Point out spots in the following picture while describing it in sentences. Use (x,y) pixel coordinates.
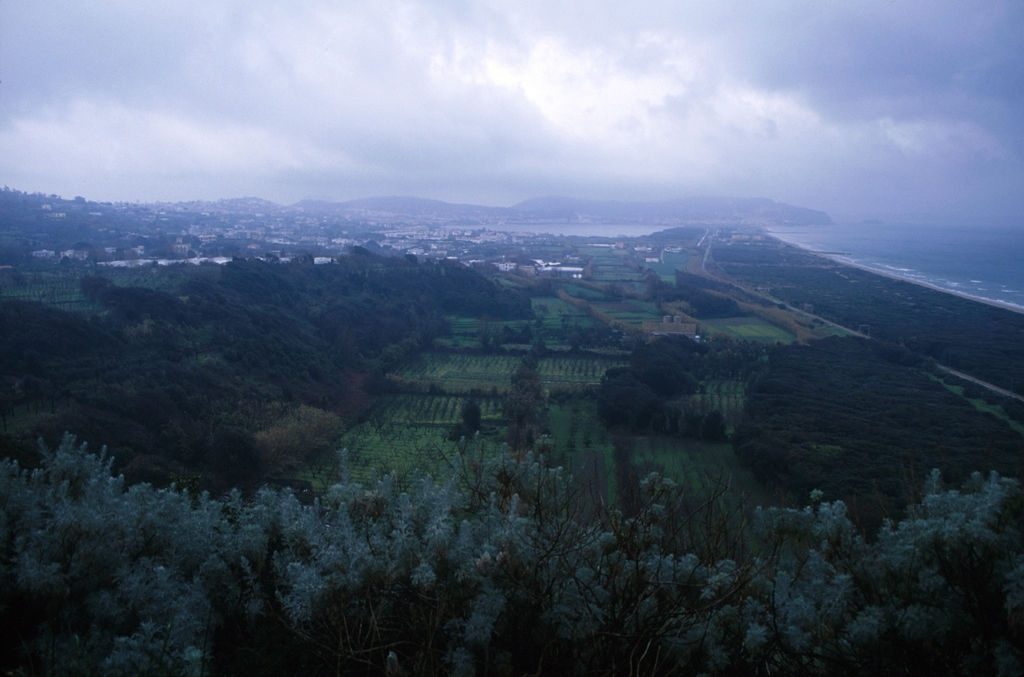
In this image we can see some trees (127,658), land (538,251) and in the background of the image (459,243) there are some houses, mountains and cloudy sky (951,183), on right side of the image (912,228) there is water (918,255).
